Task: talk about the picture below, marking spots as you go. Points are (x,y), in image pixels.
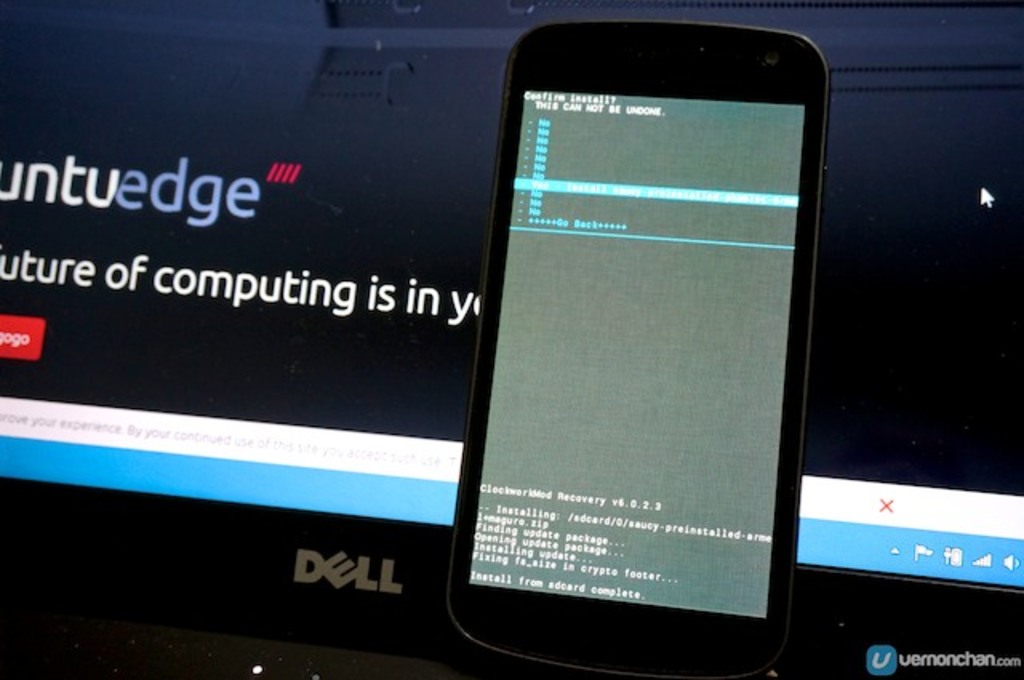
In this image there is a mobile (592,358) on the laptop (310,573). In the background (309,168) there is a screen (302,176).
